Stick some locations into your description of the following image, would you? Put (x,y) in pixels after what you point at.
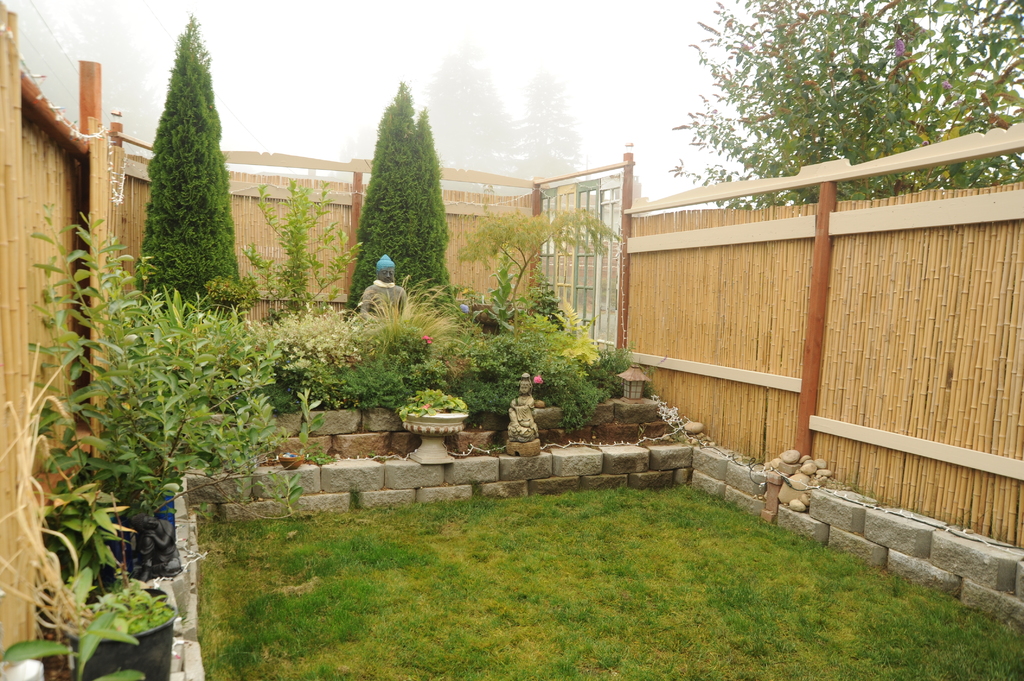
There is a grass lawn (453,552). On the sides there is a brick wall (430,491). On that there is a pot (443,434) with a plant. In the back (363,291) there are trees (379,252) and plants (316,275). There is a wooden fencing (774,309). On the right side (836,115) there is a tree (758,98). In the back (437,57) there is sky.
